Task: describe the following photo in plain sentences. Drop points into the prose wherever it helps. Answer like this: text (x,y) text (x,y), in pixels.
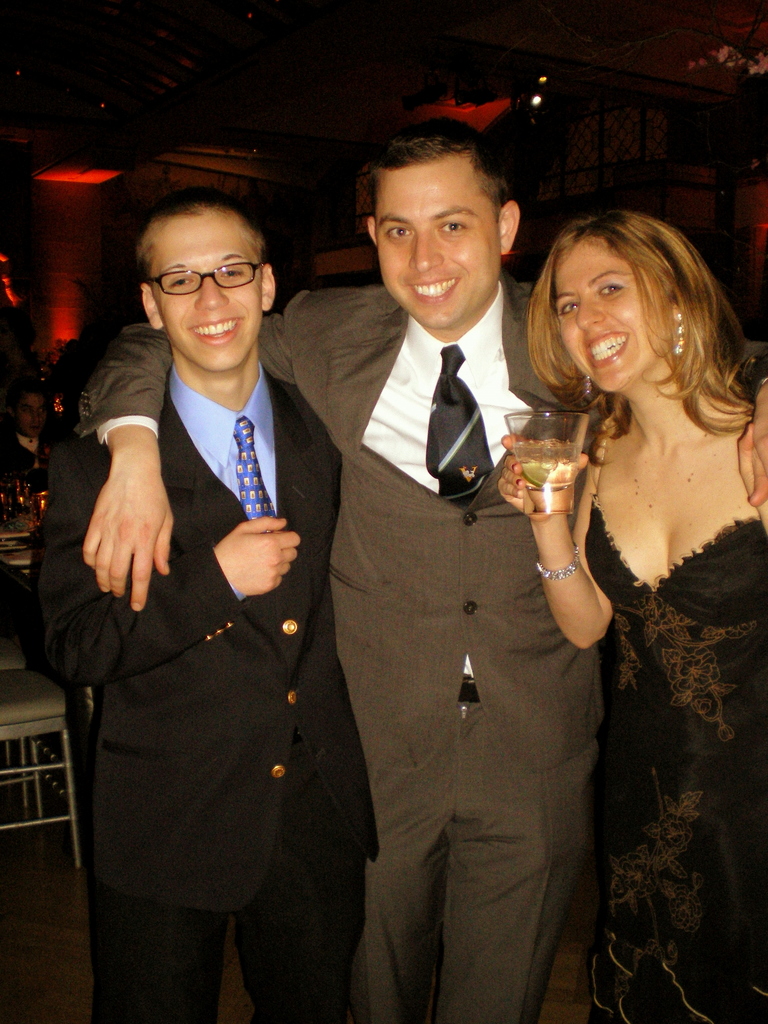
In this image we can see three people (386,595) standing the lady (745,576) standing on the right (636,514) is holding a glass (569,477). In the background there is a wall (317,244) and we can see lights (539,102). There are chairs (45,708) and tables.
